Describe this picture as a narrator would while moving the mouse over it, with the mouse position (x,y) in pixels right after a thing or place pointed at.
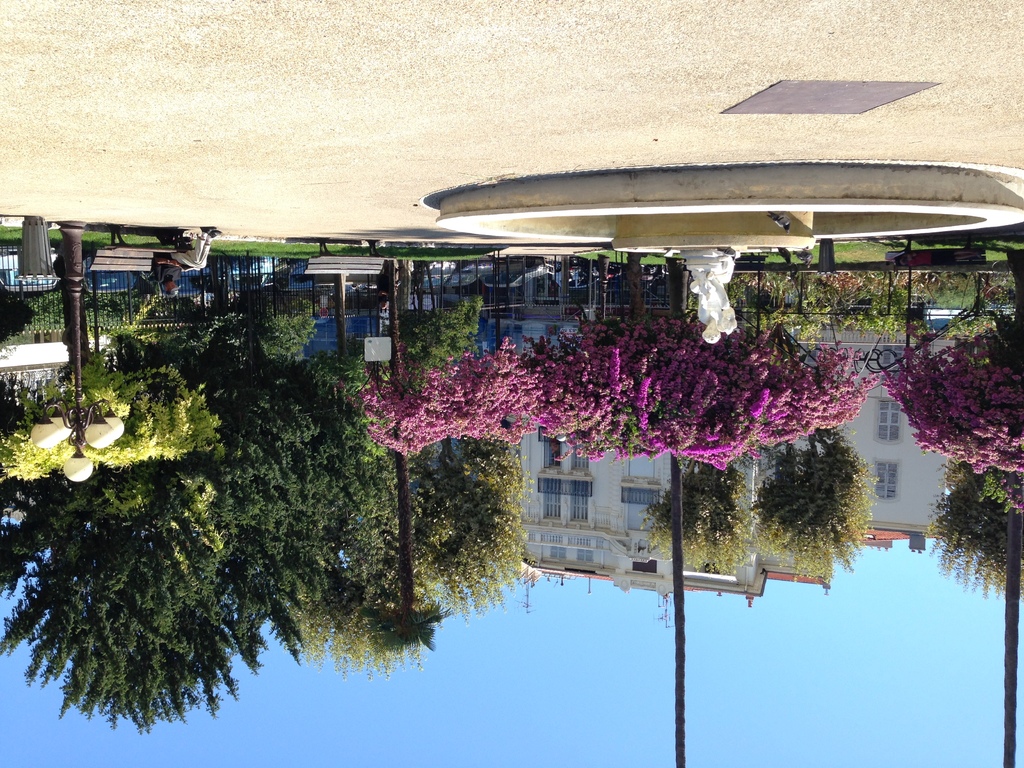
In this picture we can observe some trees (329,507). We can observe violet color trees (644,399) on the ground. On the left side (63,459) there is a pole (86,427) to which some light (63,432) are fixed. We can observe a white color statue (713,298) on the land (558,148). There is a black color railing (291,305). In the background (589,496) there are buildings (576,509) and a sky (527,683).
